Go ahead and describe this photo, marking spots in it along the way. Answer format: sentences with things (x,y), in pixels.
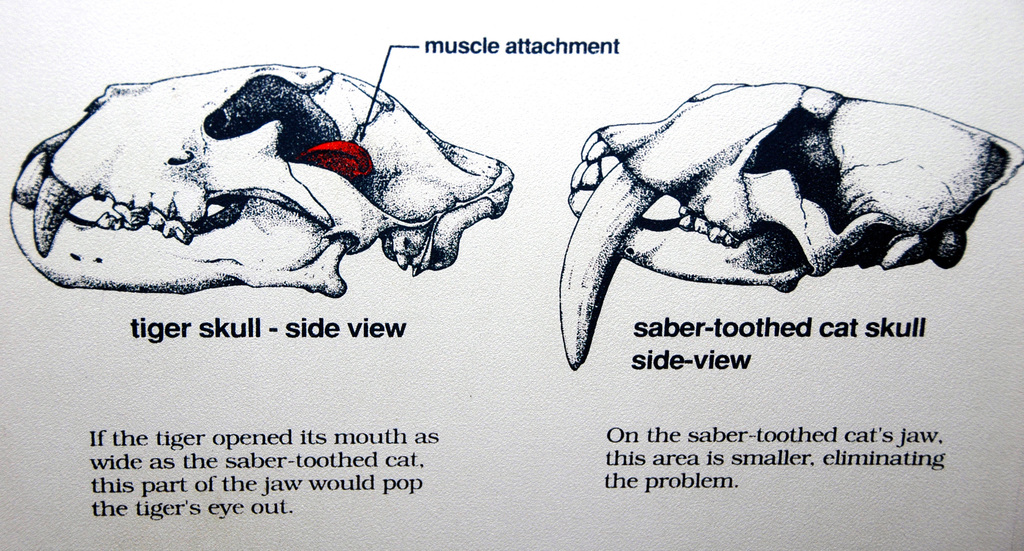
In this image we can see the pictures of skulls (665,151) on the paper (663,108) and some text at the bottom (825,437).
